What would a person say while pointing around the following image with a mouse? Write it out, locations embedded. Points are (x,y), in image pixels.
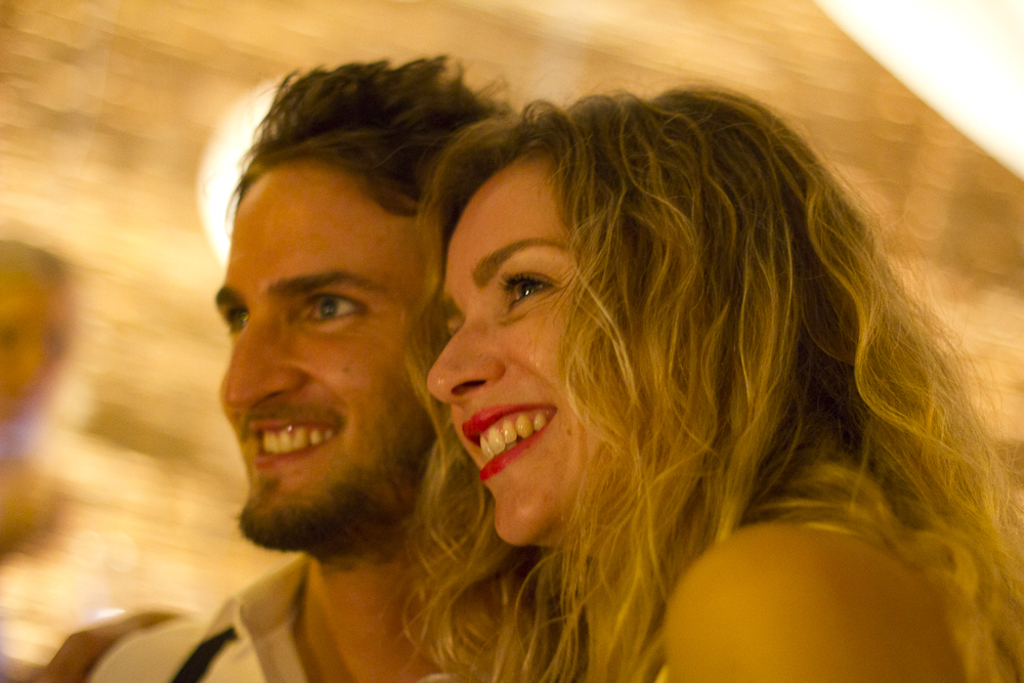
In this picture we can see a couple (383,334) standing in the front (373,348) and smiling. Behind we can see the blur background (80,10).
